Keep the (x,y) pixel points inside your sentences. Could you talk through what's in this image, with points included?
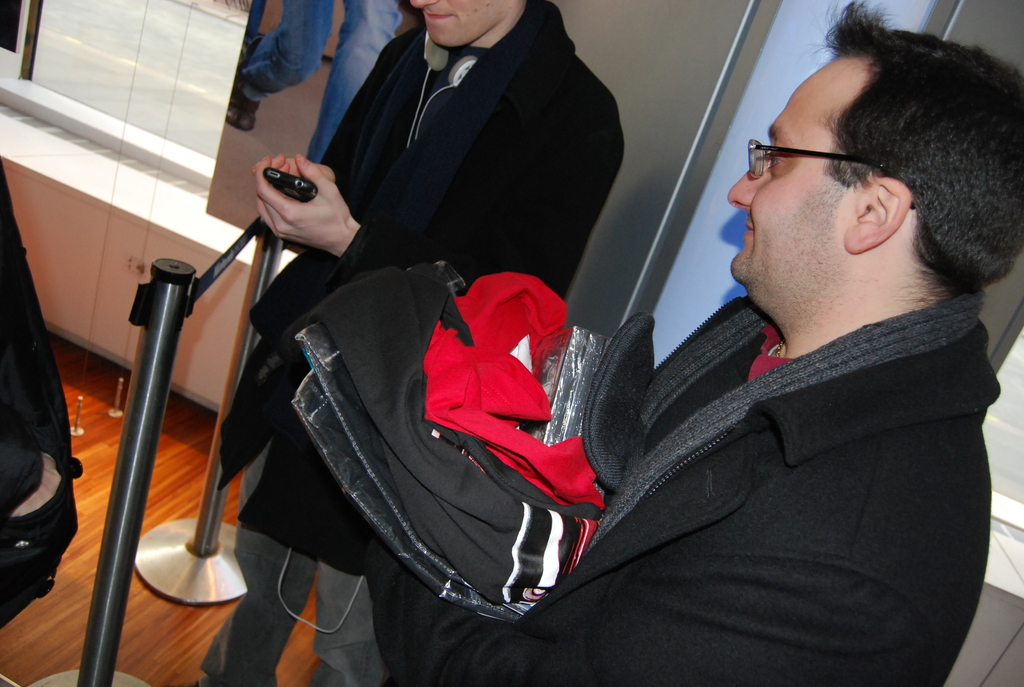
In this image there are two persons (434,206) wearing black dress (644,418) and a person (632,623) holding cloth (465,346) in his hands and another person (421,169) holding a mobile (297,190) in his hand (304,216), beside him there are poles (267,246), in the background (220,297) there is a wall (614,14) to that wall (597,14) there is a glass door (140,94).
